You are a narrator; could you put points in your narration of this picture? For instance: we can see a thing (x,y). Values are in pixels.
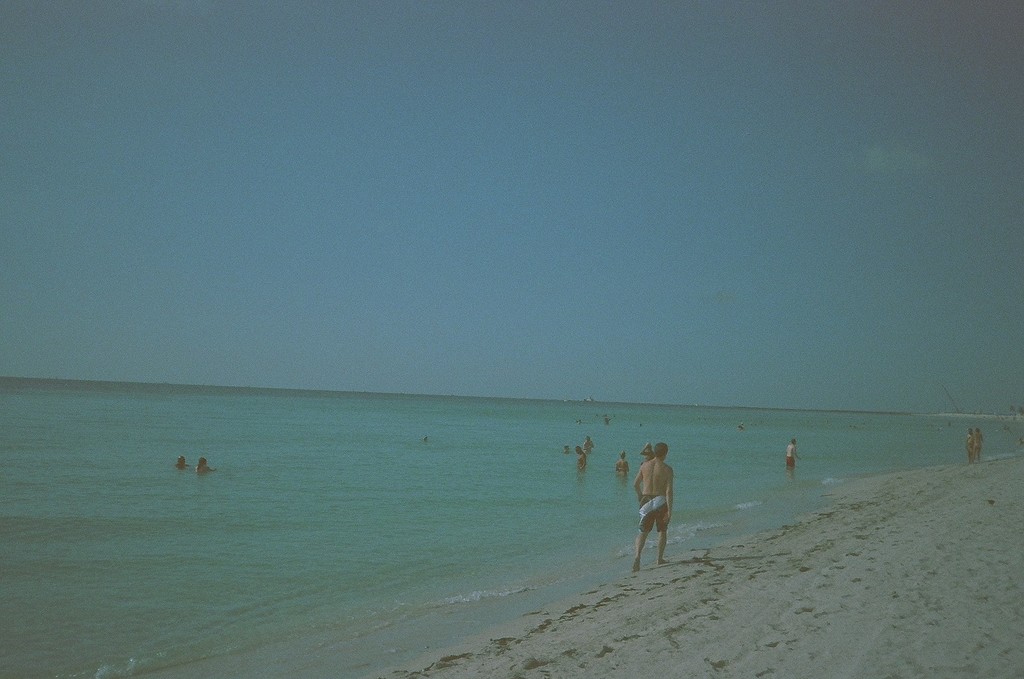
In this image, we can see people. At the top (462,159), there is sky (404,237) and at the bottom (441,513), there is water (528,533) and sand (774,593).
